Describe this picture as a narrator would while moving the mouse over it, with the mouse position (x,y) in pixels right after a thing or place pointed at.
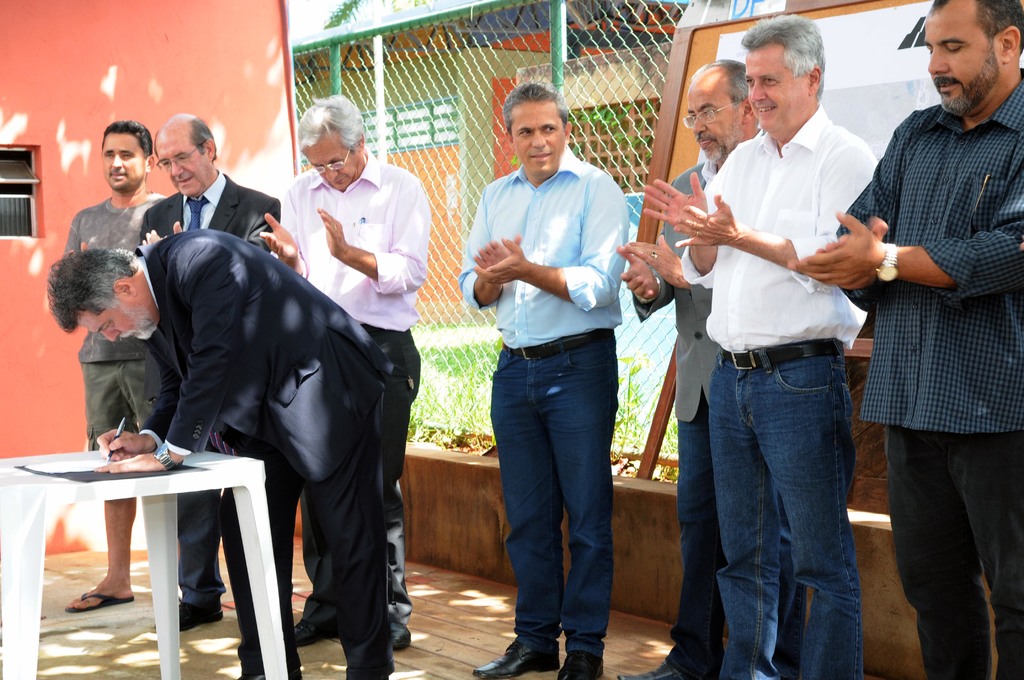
In this picture there are group of men (692,235) standing and clapping. There is a man (213,392) who is holding a pen (107,461) and writing on a paper (83,467). There is a table (18,497). There is a building (360,67) and a tree (335,20) at the background (348,14). There is a board (864,50).
